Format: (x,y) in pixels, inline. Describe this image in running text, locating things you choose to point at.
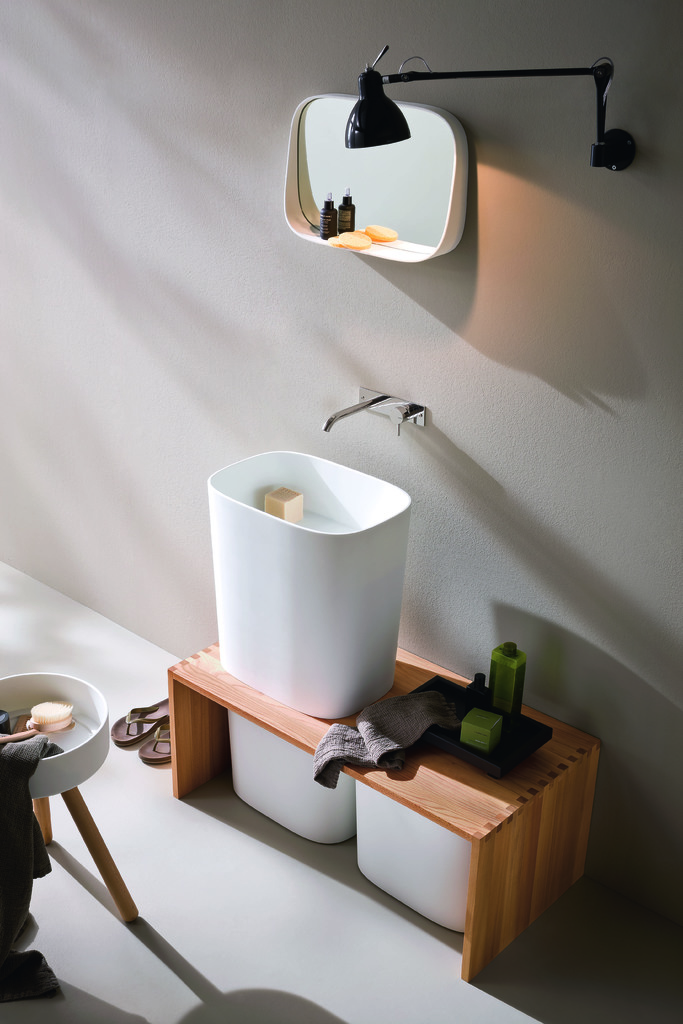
The picture seems to be clicked in a washroom (87,610), there is a mirror (312,159) in the middle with soap (358,239) and in front there is a washbasin (257,647) on small table (506,898) and over the wall (518,102) there is a hanging light (381,125).
